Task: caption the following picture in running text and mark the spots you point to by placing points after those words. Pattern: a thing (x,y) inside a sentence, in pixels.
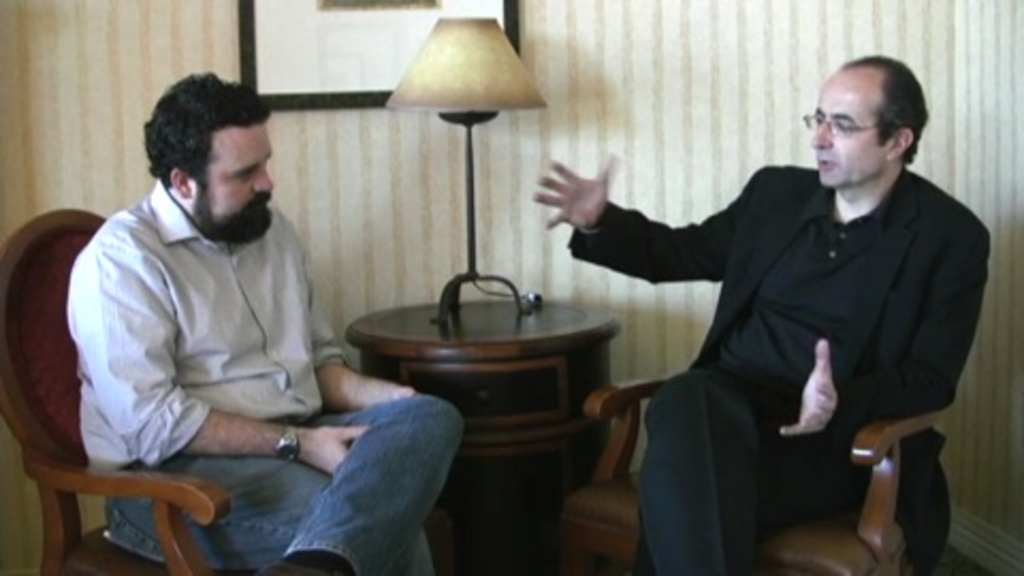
There are two men (331,445) sitting in the chair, in front of each other and talking. There is a lamp (478,92) placed on the table (493,348). In the background (318,70), there is a photo frame (296,58) attached to the wall (603,56).
